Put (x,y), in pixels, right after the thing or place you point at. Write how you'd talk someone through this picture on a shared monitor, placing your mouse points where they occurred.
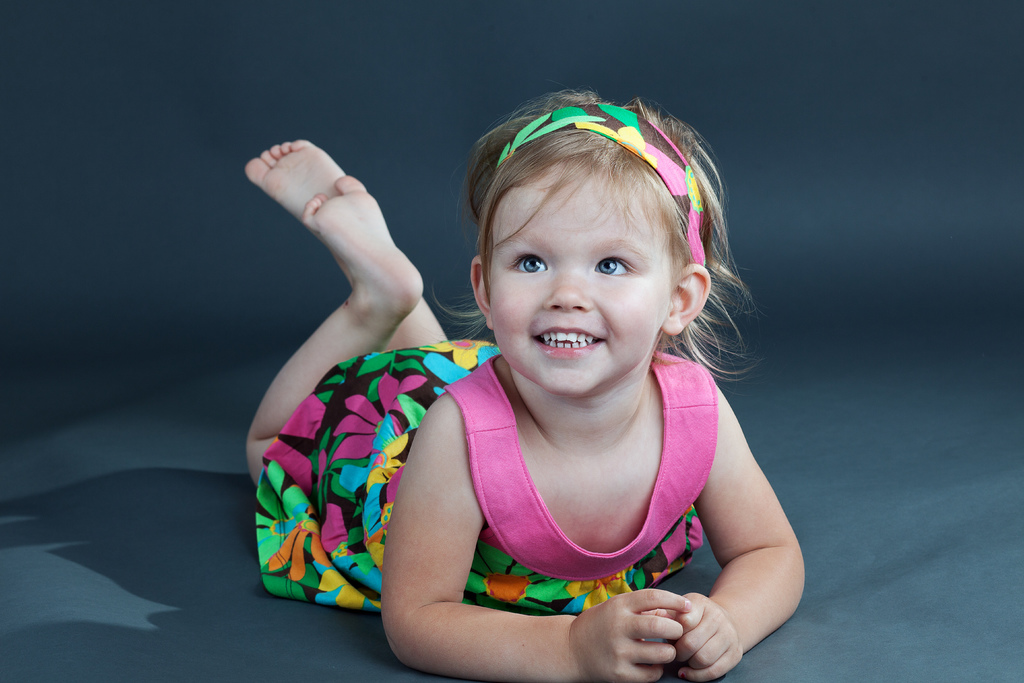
In this image we can see a baby (532,426) lying and the background (116,225) is dark.
